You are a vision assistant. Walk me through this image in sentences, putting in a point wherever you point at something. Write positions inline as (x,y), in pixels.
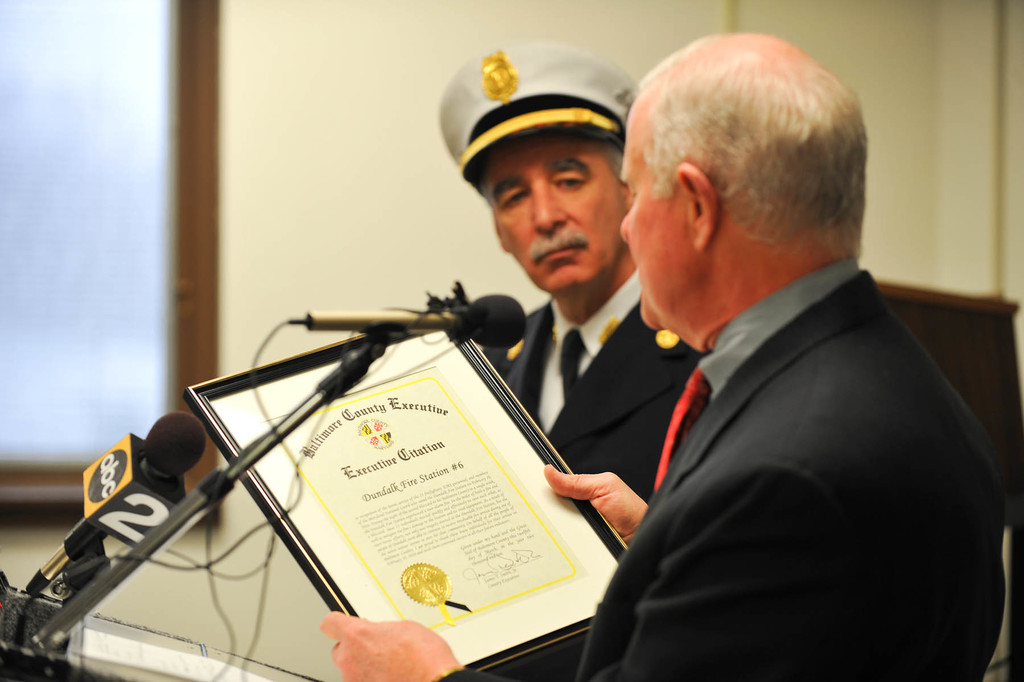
In this image I see 2 men (671,165) who are wearing black dress (660,444) and I see that this man (779,144) is holding a frame (366,437) in his hands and I see the mics (179,482) in front (155,473) and I see that both of them are standing. In the background (349,31) I see the wall (951,29).
